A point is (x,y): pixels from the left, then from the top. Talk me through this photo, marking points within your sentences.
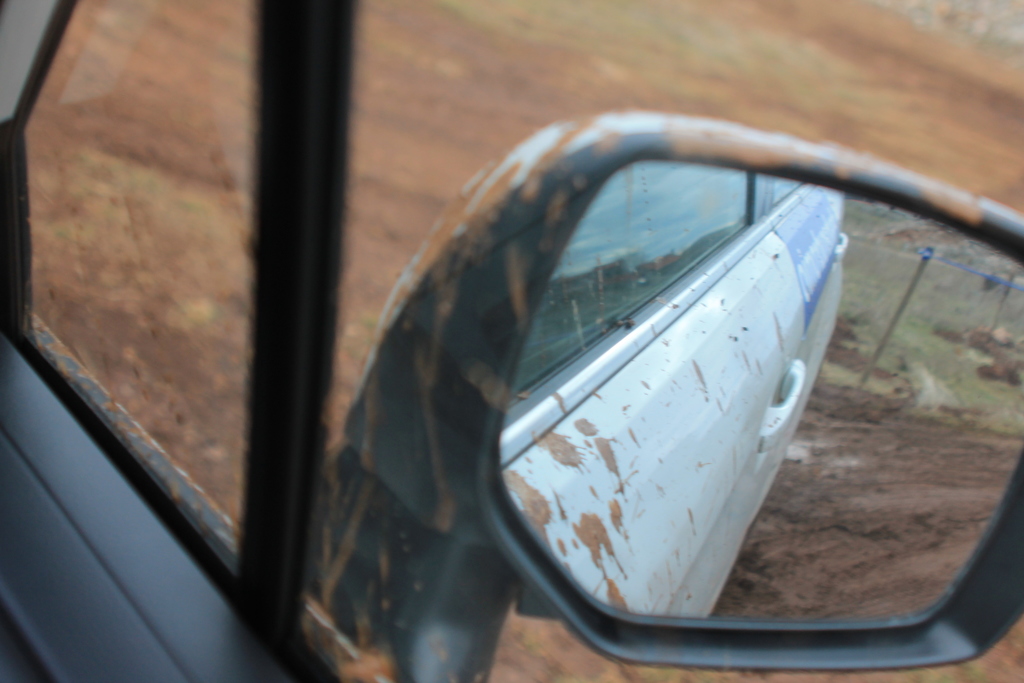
In this picture we can see a vehicle side mirror (635,504) and in the mirror (700,425) we can see the reflection (675,417) of a vehicle door (692,415), a path (851,390) and a pole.
